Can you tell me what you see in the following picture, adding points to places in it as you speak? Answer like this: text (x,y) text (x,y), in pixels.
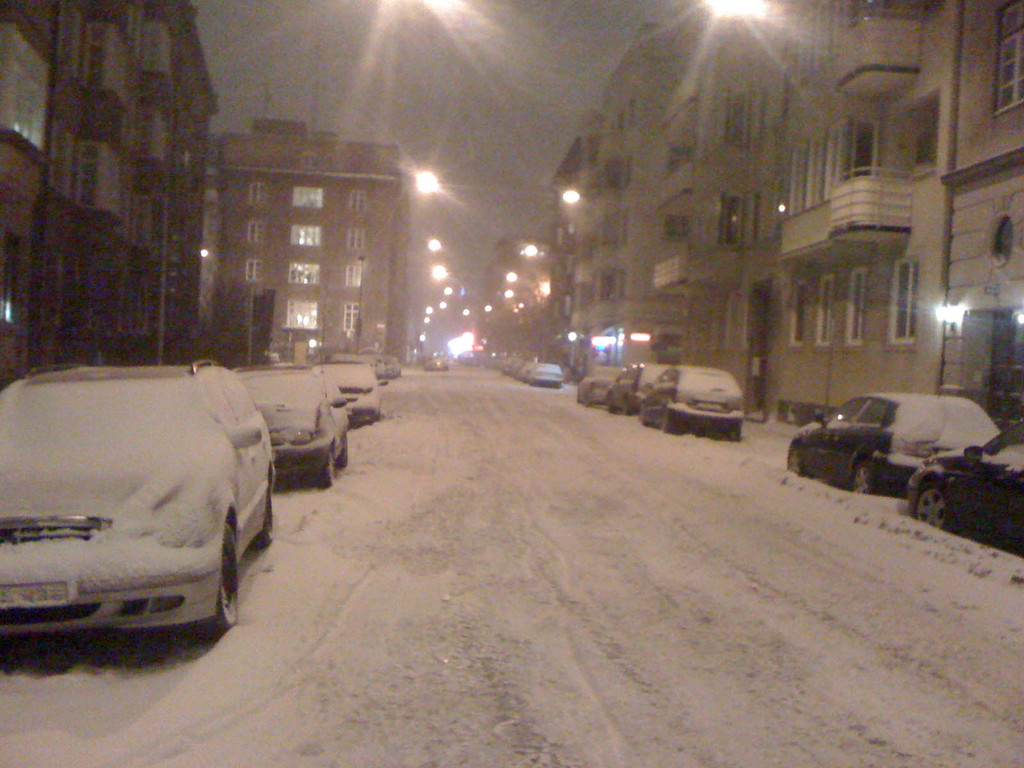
In this image we can see motor vehicles (369,409) on the road (759,479) that are covered with snow (488,483), street poles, street lights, buildings (593,196) and sky (578,105).
